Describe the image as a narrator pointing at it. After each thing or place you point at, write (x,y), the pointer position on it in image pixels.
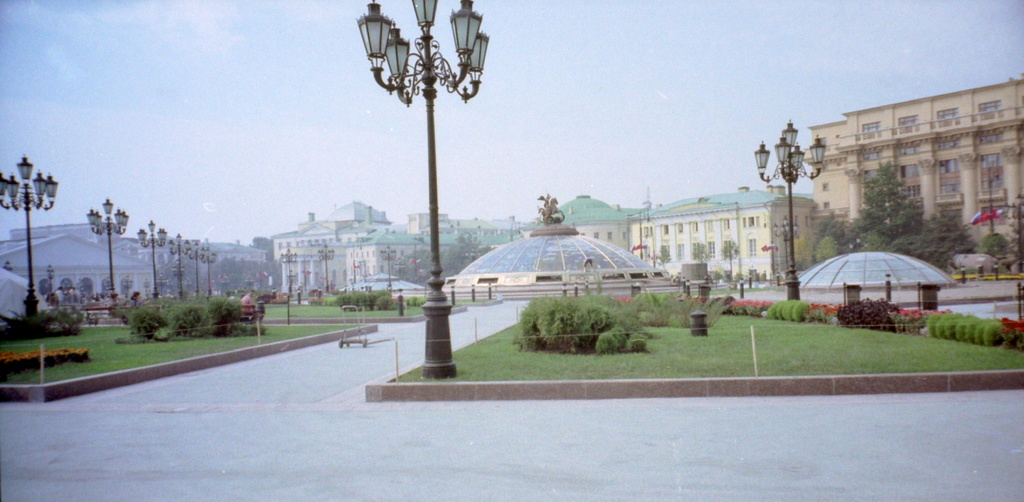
In this image there is a road (212,428). There is grass (646,374). There are trees (453,244) and buildings (423,226). There are street lights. I think there are buildings (326,258) in the background (581,212). There is a dome (626,278) in the middle (541,242). There is a sky (312,125).
